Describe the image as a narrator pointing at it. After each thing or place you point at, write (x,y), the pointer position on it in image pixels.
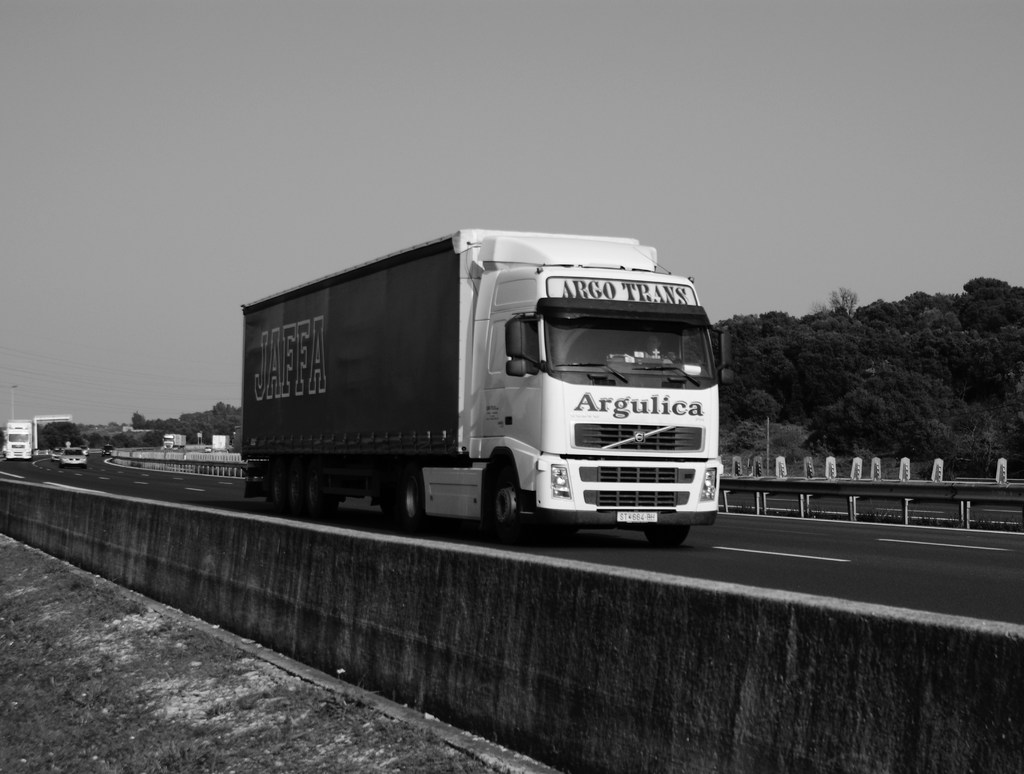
In this image I can see few vehicles (430,428) on the road (825,517). Back I can see few trees (863,357) and fencing (903,483). The image is in black and white.
